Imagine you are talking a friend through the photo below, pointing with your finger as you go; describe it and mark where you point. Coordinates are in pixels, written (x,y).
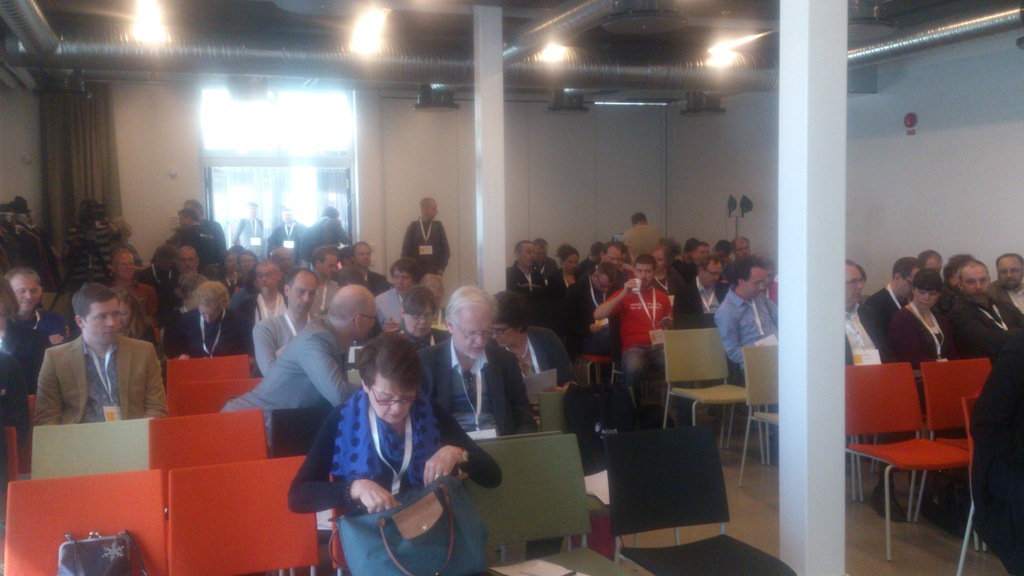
This picture is taken in a hall (520,127) where a group of people (350,337) are sitting on chairs (633,461) and at the backside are standing. A woman (402,486) at the front side (312,463) is wearing a blue colour scarf (385,457) is holding a bag (427,509). At the left side there is a person (131,397) wearing a suit (43,417) is sitting on the chair (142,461). At the top of the roof (638,45) there are few lights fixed to it.
